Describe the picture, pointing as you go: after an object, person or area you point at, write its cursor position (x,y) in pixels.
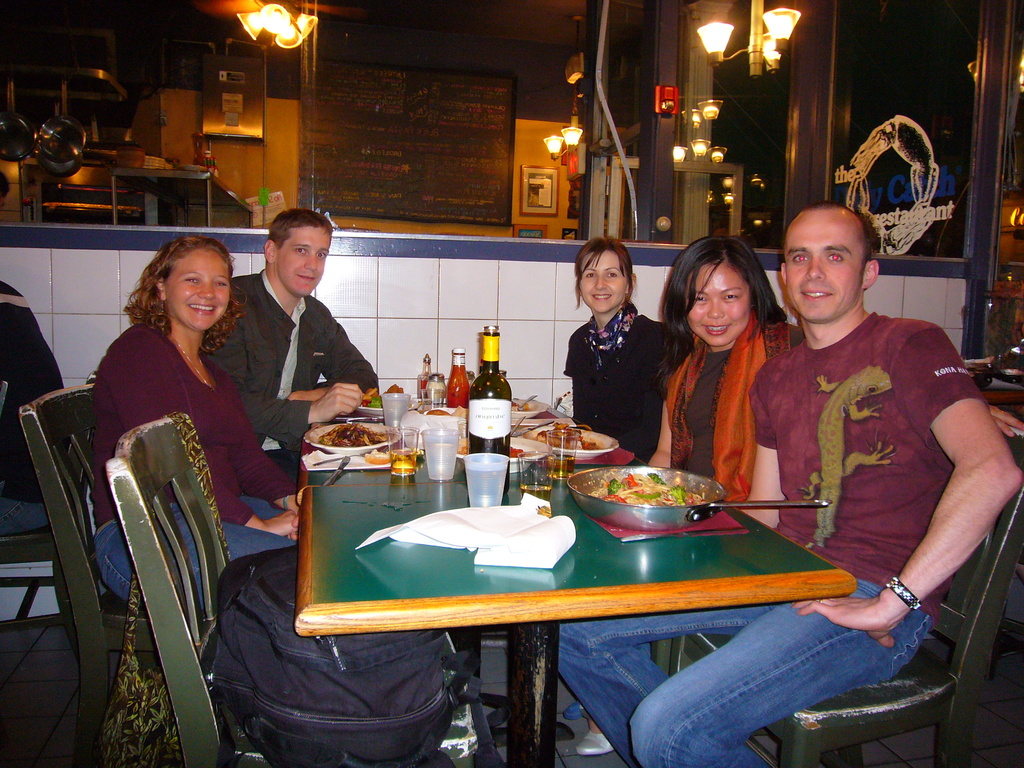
Five persons (839,464) are sitting on the chairs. On the table (544,605) we can see bottles (456,386), glasses (450,444), spoons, food (435,415), papers (449,426). On the background (386,156) we can see lights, board (321,143), wall (246,162).
